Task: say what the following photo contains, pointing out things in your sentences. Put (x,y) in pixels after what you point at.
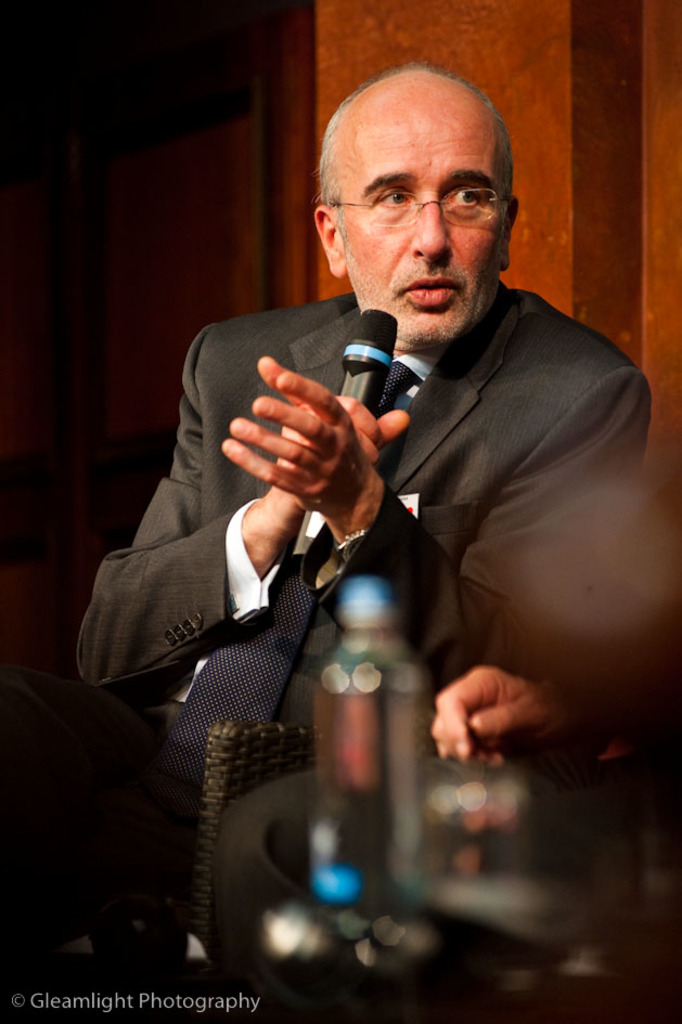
There is a man (144,735) in the center (262,546). He is wearing a suit (155,739) and he holding a microphone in his hand (262,521). He is speaking on a microphone (302,548).
